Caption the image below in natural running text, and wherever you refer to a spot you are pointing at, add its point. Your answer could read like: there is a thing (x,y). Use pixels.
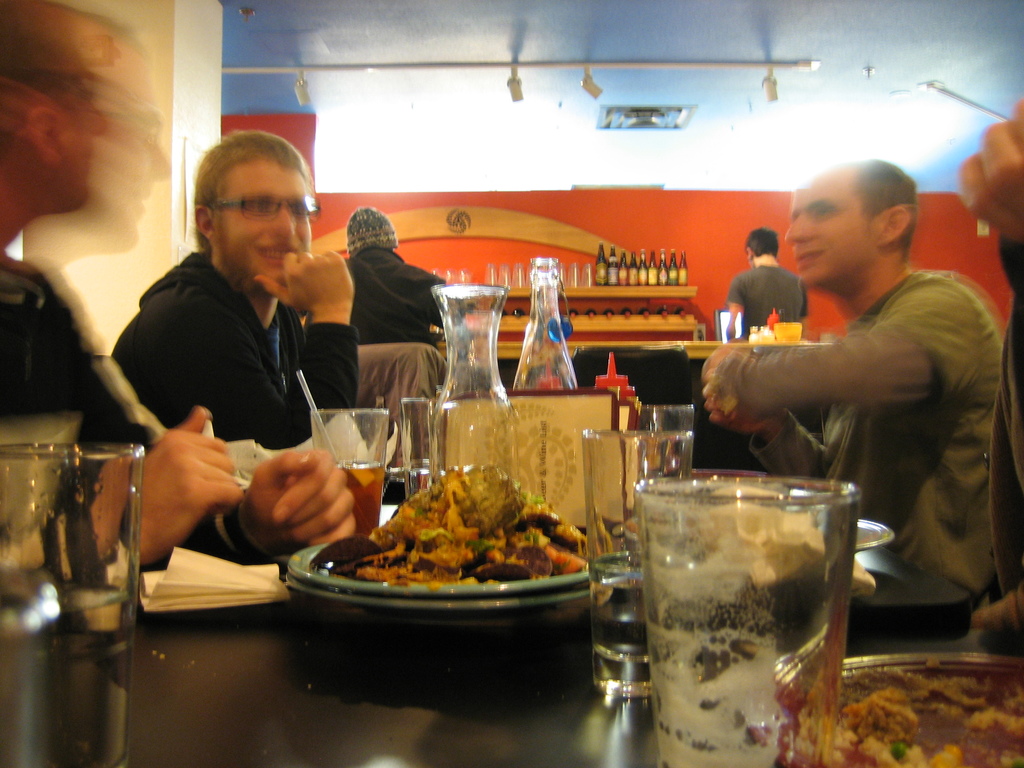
In this image in front (1003,634) there is a table (186,656). On top of it there are glasses (804,598), bottles (468,360), tissues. There are food items (529,547) in the plates (963,735). Behind the table (508,631) there are a few people (963,416) sitting. Behind them there are two other people (781,293). In front of them there is a table (519,347). On top of it there are glasses (585,270), bottles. In the background of the image (613,193) there is a wall (544,202). On top of the image (723,70) there are lights (799,66).
